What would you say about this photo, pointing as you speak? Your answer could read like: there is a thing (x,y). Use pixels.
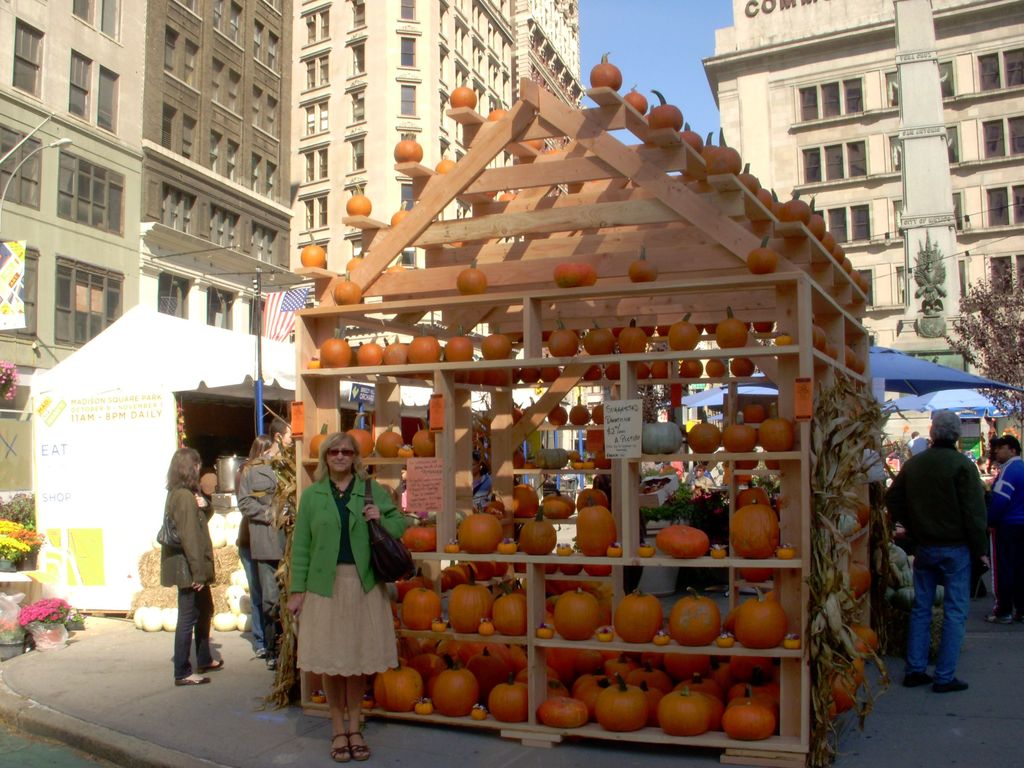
In the foreground of the picture (578,544) there are people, a wooden house (471,430), pumpkins (474,531), footpath (264,741) and other objects (655,528). On the left (32,611) there are flower pots (32,626), buildings (42,260), flagpole (260,309) and other objects (206,381). In the right (955,371) there are trees (996,310), canopy (933,385), building (887,52), people (910,473) and other objects (940,333). In the center of the background (629,23) it is sky (633,36).
